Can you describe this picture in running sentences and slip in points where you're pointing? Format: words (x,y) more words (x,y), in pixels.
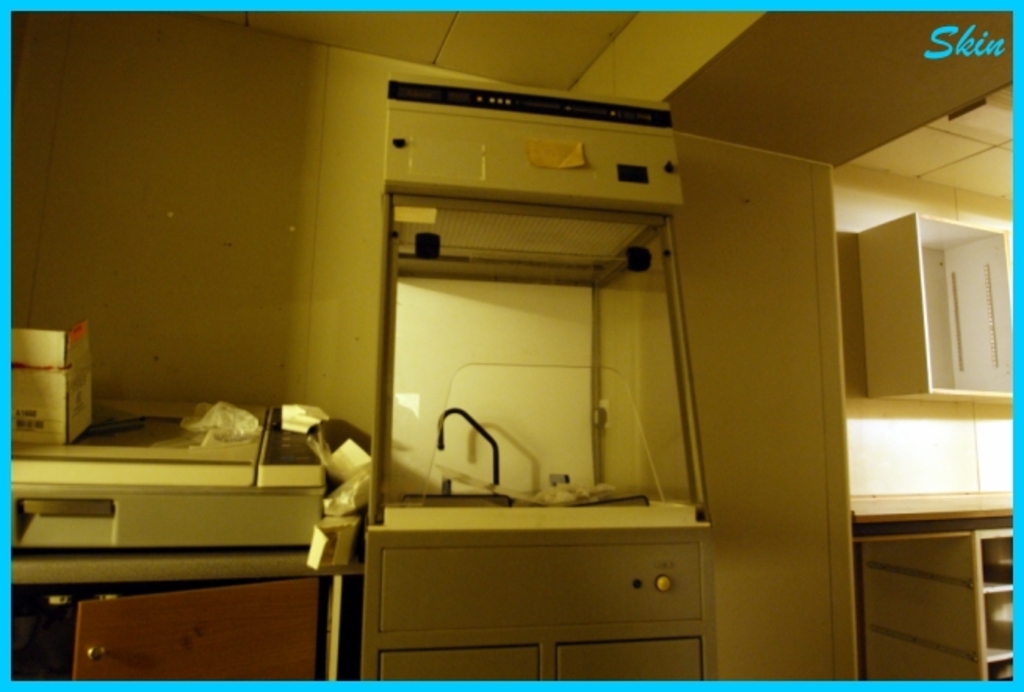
I can see this is an edited image. There are cupboards (687,576) and racks (963,345) attached to the walls (762,261) and also there are some other objects (17,362). In the top right corner (1001,51) there is a watermark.
